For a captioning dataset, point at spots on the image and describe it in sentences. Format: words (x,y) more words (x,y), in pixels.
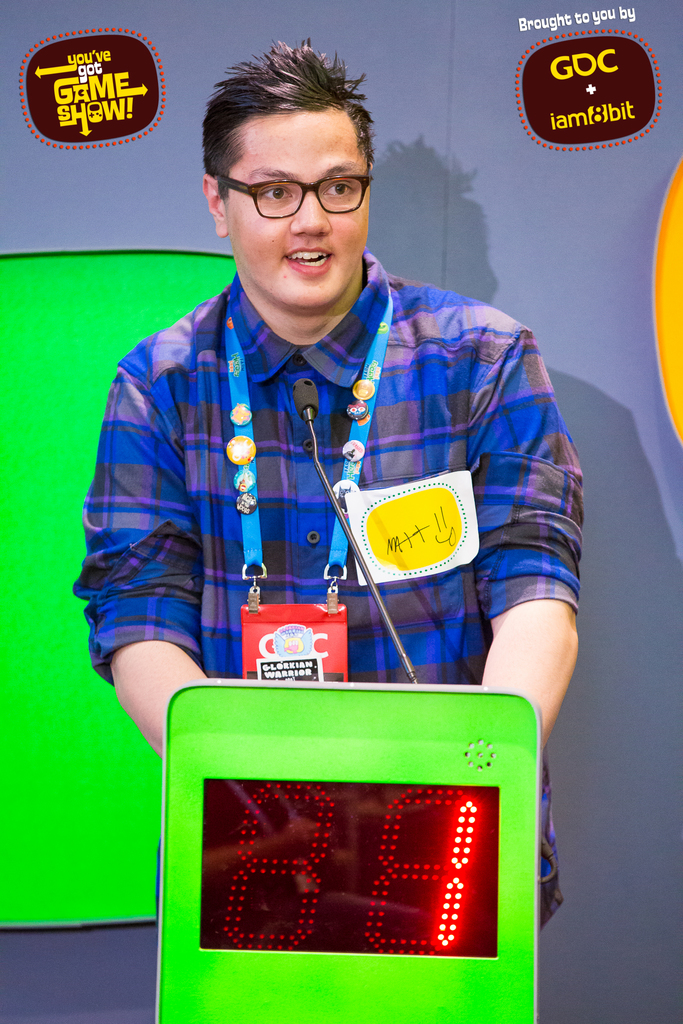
In this picture I see a green color thing (280,774) on which there is a screen (344,851) and I see a number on it and I see a mic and behind this thing (250,704) I see a man (254,379) who is standing and I see that he is wearing a shirt (234,469) and I see the watermarks (86,87) on the top of this image (60,131).
